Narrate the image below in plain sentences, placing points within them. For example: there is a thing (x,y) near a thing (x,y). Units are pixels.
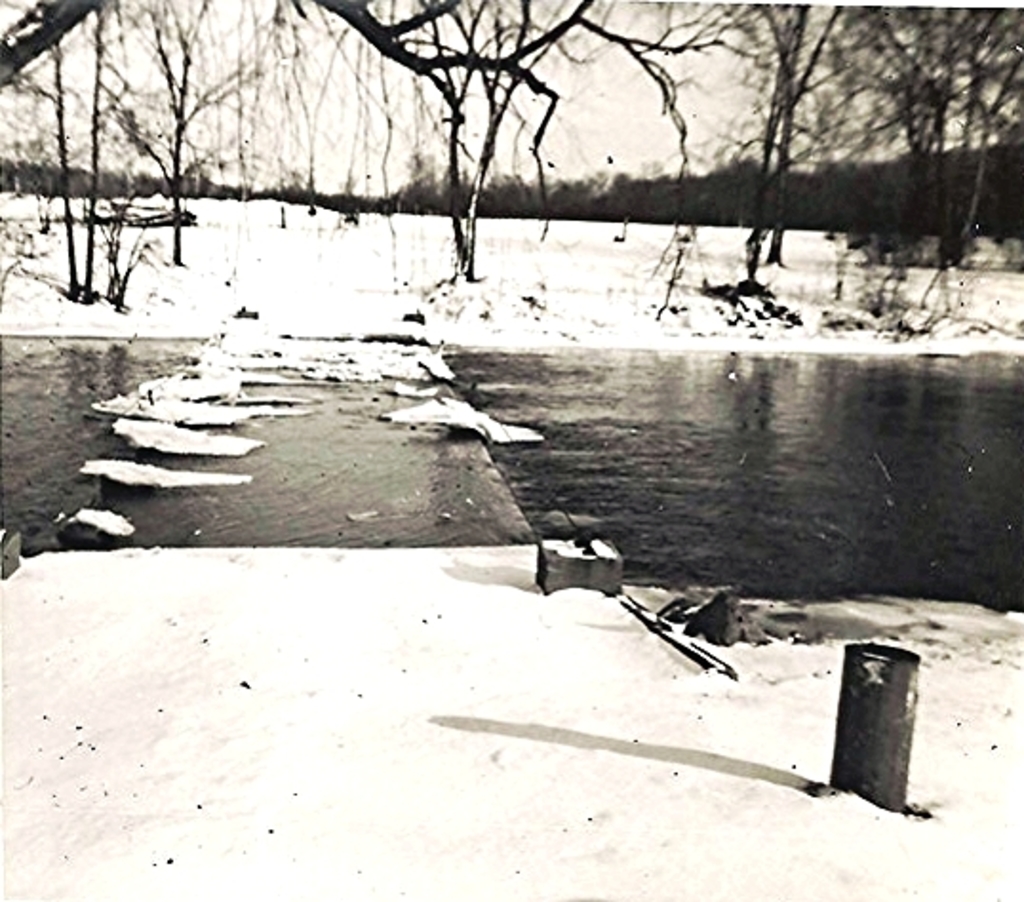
In this picture there is water (548,489) in the center of the image (662,439) and there is snow (407,249) at the top (341,258) and bottom side of the image (278,625), there are trees (67,169) in the background area of the image (390,142).
